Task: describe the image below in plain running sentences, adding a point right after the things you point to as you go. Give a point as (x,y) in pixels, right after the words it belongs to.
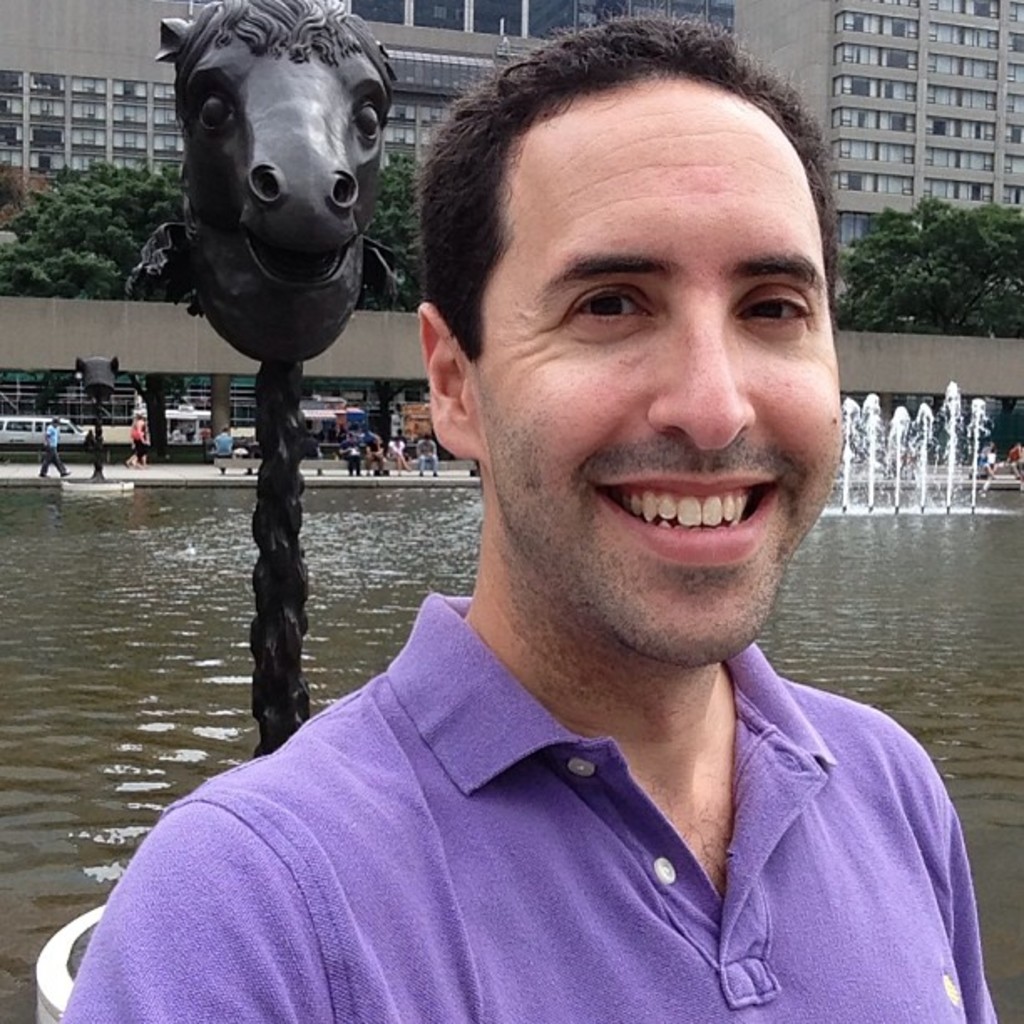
In this image we can see a man (557,435) and he is smiling. Here we can see water (952,752), poles (284,732), statue (293,45), fountain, people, wall (175,333), vehicle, and trees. In the background (997,159) there are buildings (950,121).
